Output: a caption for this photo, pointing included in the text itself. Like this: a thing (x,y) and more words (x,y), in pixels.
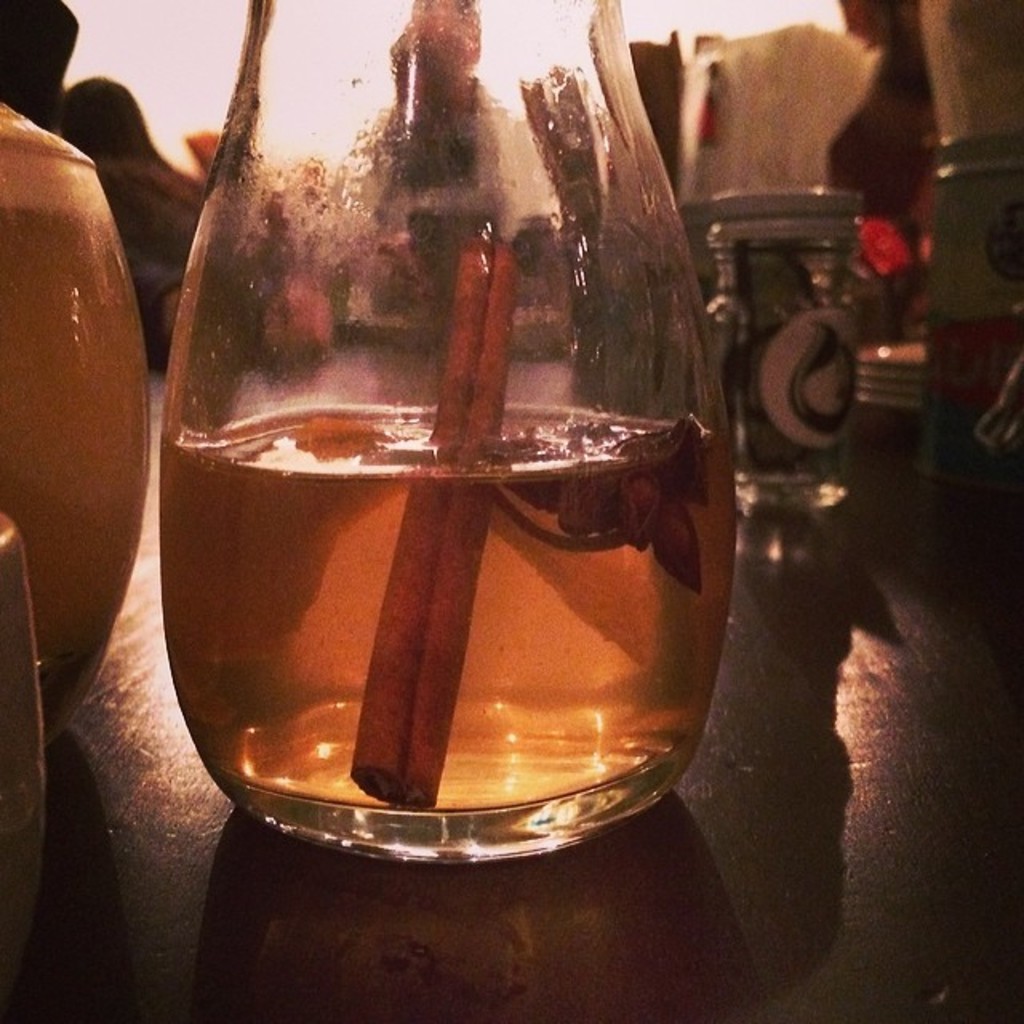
There is a glass jar (618,646) some dissolved solution (423,429) in it.
